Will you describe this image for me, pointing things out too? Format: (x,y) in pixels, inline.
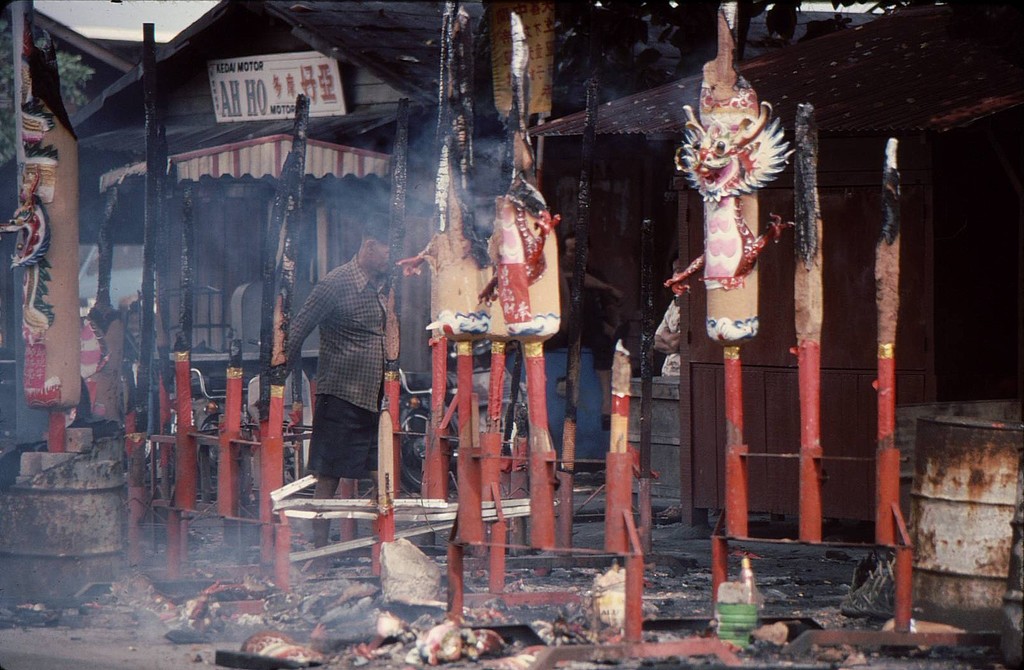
In the center of the image (362,422) we can see a person (335,478) standing on the ground (364,522). We can also see some wooden poles (347,499) with a mask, some bottles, drums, papers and the scrap (467,622) on the ground (393,616). On the backside (613,176) we can see some houses (320,213) with roof (214,132) and a signboard (264,112), a tent (281,136) and the sky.
